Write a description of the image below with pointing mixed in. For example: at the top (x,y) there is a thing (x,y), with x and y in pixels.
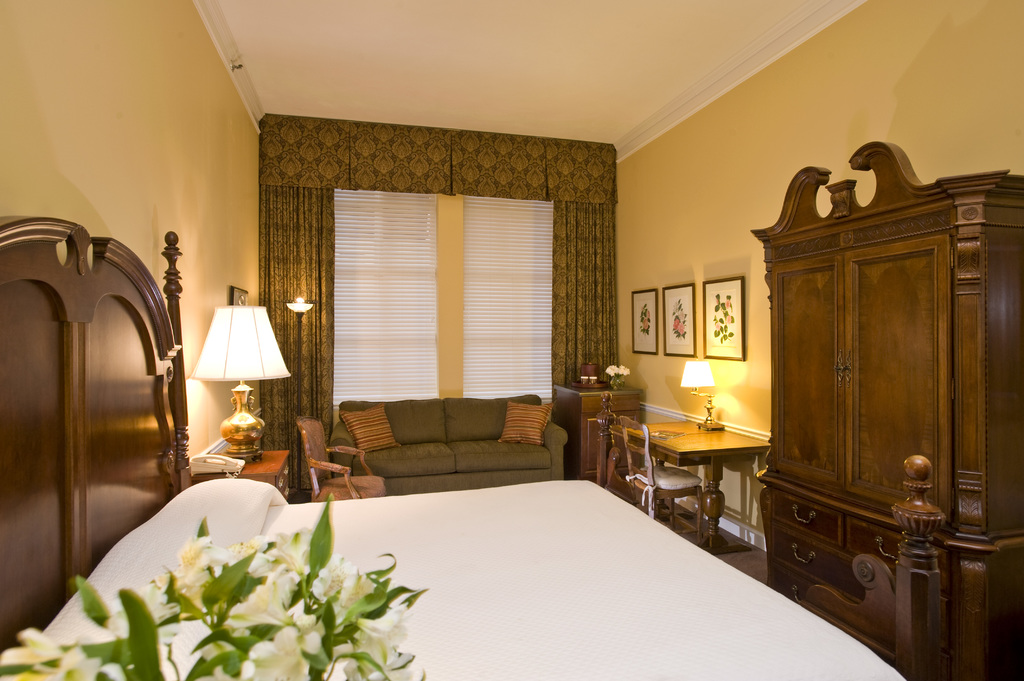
In this picture I can see a bed (73,353) in front (50,298) and I can see few flowers (183,566) and leaves (216,585) on the bottom left corner of this picture (128,588). In the background (479,392) I can see a sofa (433,432), 2 chairs (318,485), 2 tables (271,478), 2 lamps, few curtains (303,284), window blinds (492,230), 3 photo frames (685,293), a wooden thing (595,396) and I can see the wall (26,163). I can also see a stick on which there is a light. On the left side of this image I can see another photo frame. On the right side of this image (775,396) I can see a cupboard (868,339) on which there are few drawers (794,532).
